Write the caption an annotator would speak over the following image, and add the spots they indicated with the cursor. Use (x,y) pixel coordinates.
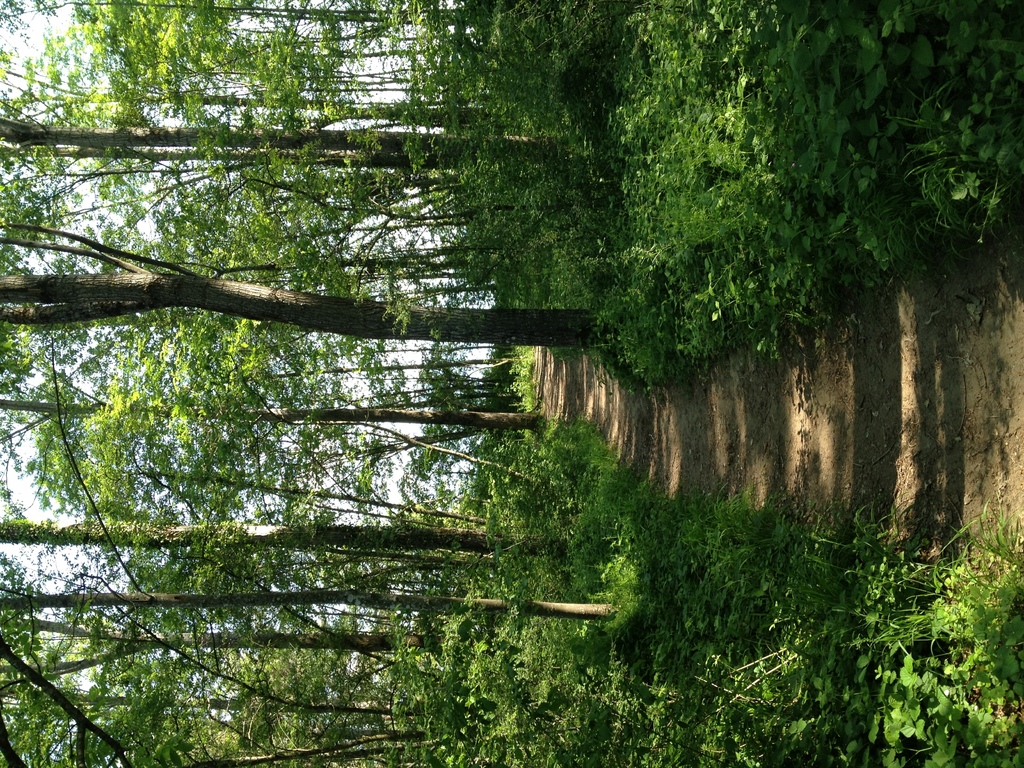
This image is in left direction. On the right side (807,433) there is a path (739,435). On both sides of it there are many plants (779,270) and trees (326,302). In the background (39,506), I can see the sky (387,355).
